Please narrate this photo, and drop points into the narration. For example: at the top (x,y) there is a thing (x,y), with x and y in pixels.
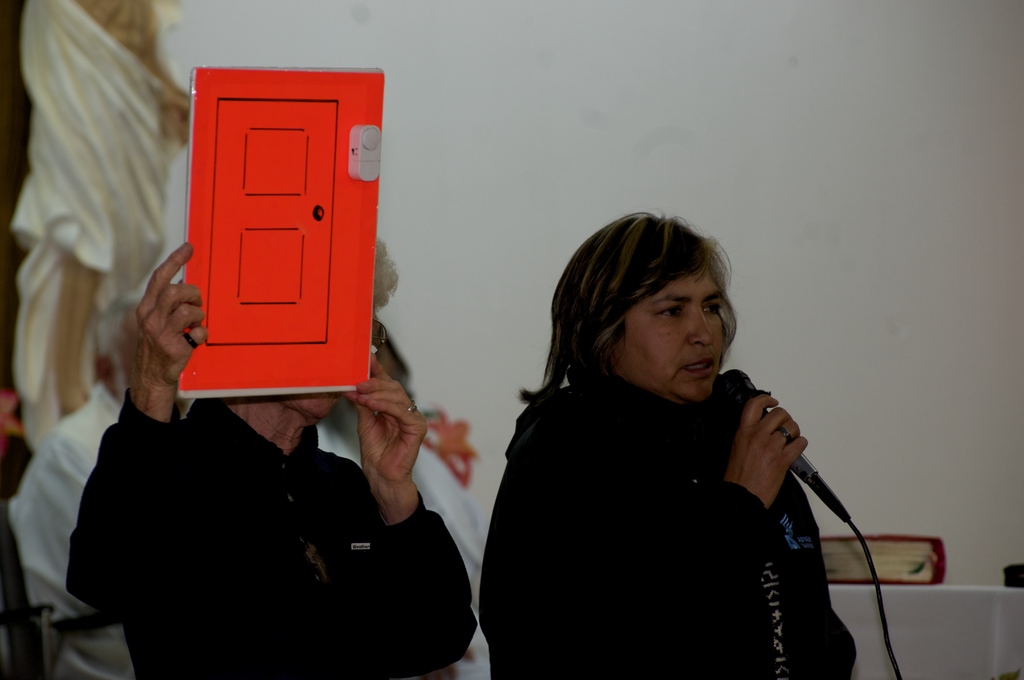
On the background (864,137) we can see a wall (924,185). Here there is a table (948,611) and on the table (915,593) we can see a book (844,579). Here we can see two persons (822,590) standing. One person (452,574) is holding a product (370,297) in his hand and other is holding a mike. On the background (133,43) we can see one statue (141,200).
